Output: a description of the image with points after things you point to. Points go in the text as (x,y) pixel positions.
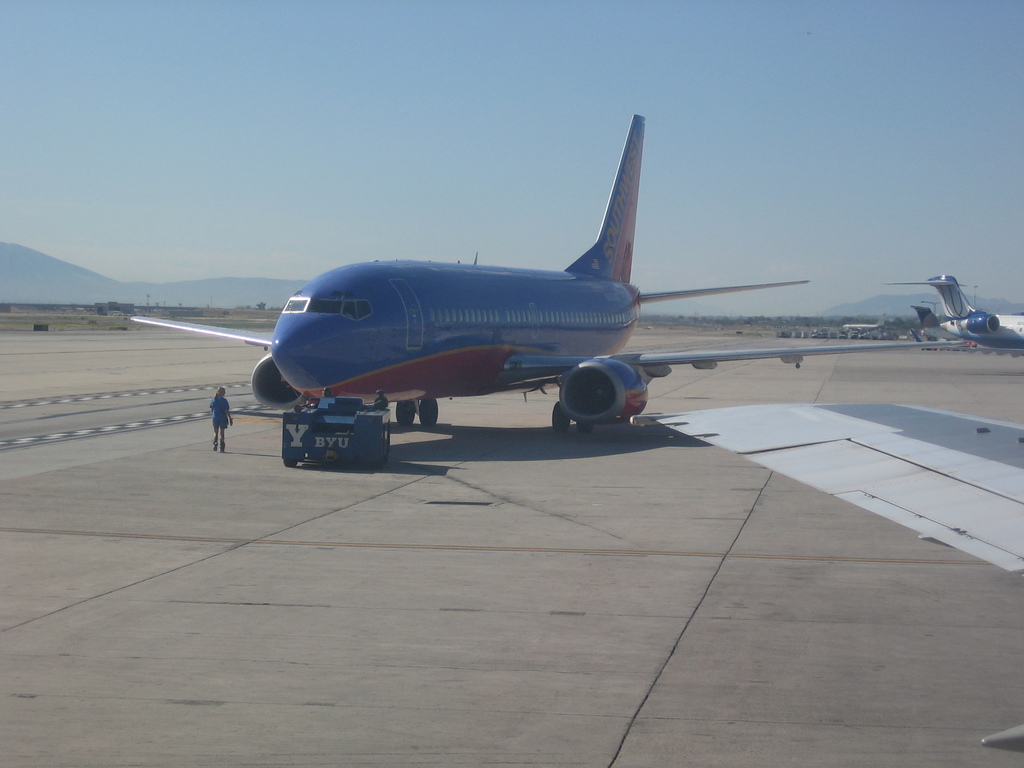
In this picture we can see airplanes (762,458) on the ground (709,594), here we can see people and some objects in the background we can see mountains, sky (674,46).
